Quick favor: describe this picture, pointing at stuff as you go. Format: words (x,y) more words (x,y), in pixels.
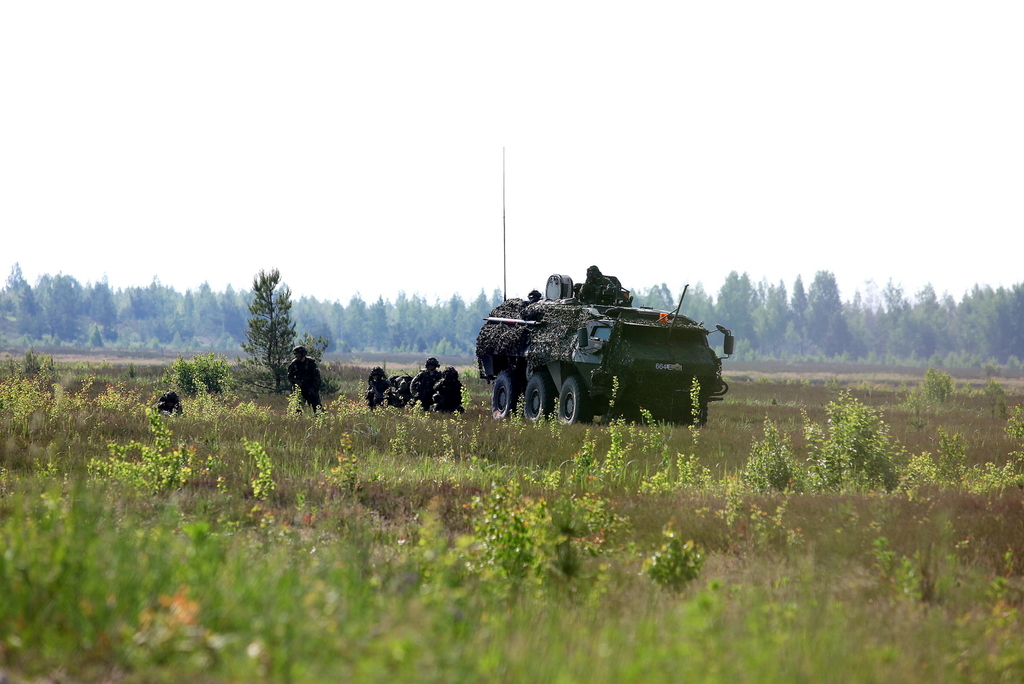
In this picture we can see a vehicle (541,395) and some persons (439,380) on the ground (645,568) and in the background (918,300) we can see trees (885,330), sky (307,95).
